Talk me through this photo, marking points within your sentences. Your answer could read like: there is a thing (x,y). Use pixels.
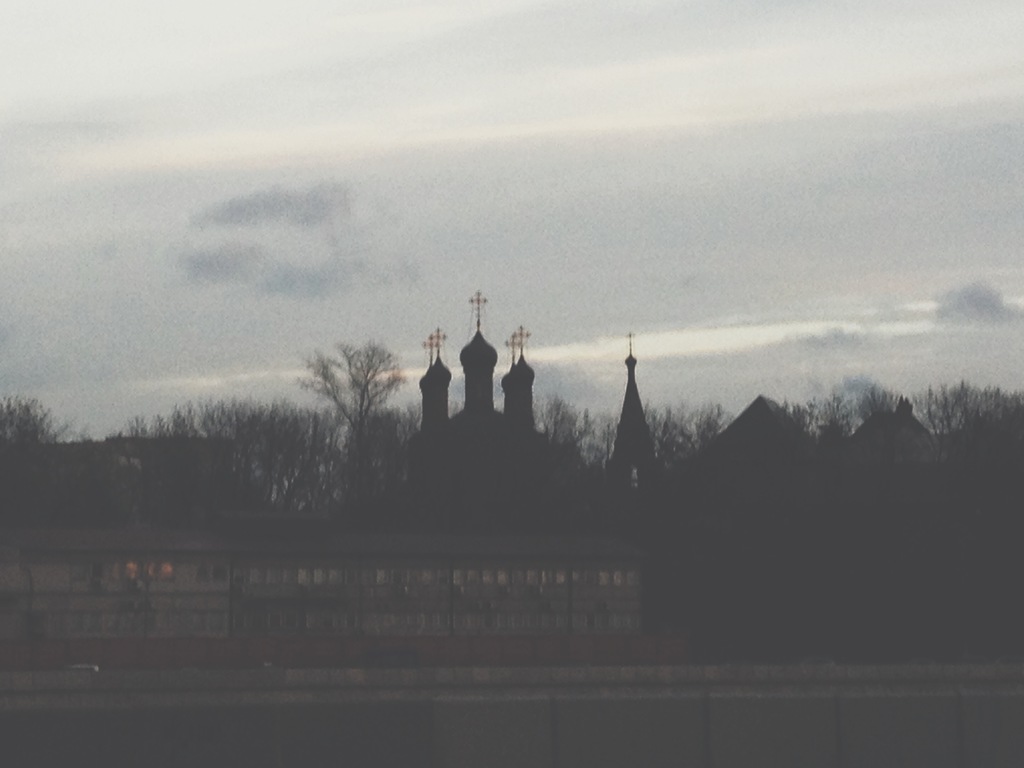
In this image, we can see a church (523,490) and some trees (263,437). In the background of the image (560,112), there is a sky (143,315).
